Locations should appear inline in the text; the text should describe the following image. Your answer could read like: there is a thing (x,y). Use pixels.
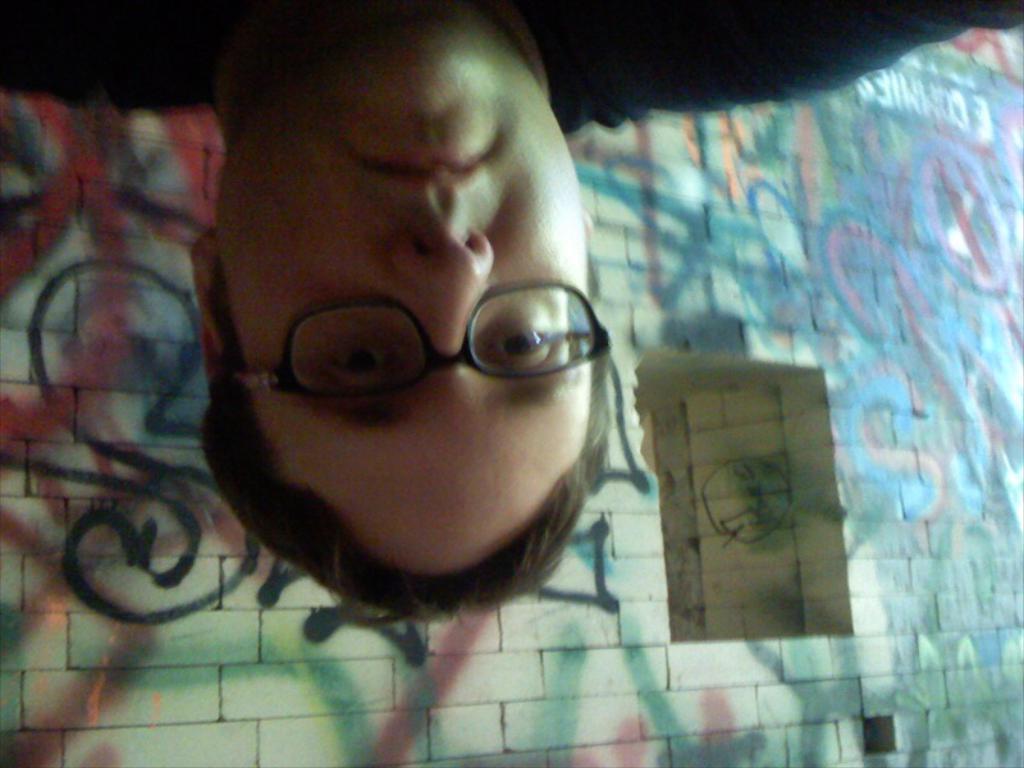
In this image I can see a person (537,308), window (678,581) and wall paintings (641,499) on a wall (865,440). This image is taken may be during the night.
